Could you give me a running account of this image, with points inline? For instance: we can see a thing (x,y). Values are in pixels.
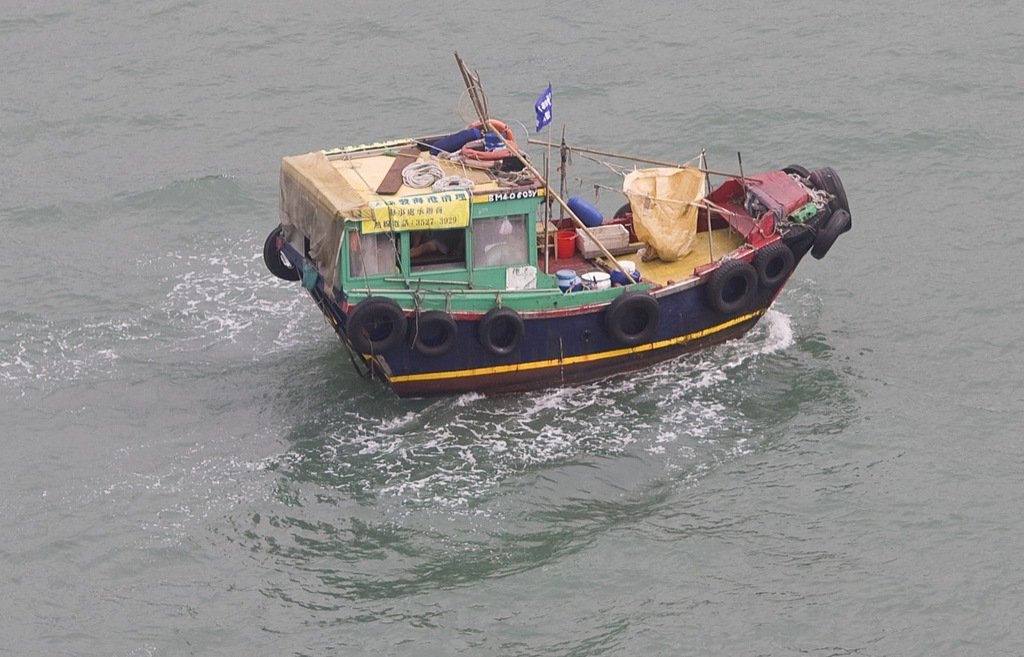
In this picture we can see water (731,487) at the bottom (716,476), there is a boat (634,364) in the middle (651,330), we can also see some tyres (508,342), ropes (448,183), a flag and sticks (575,214).
